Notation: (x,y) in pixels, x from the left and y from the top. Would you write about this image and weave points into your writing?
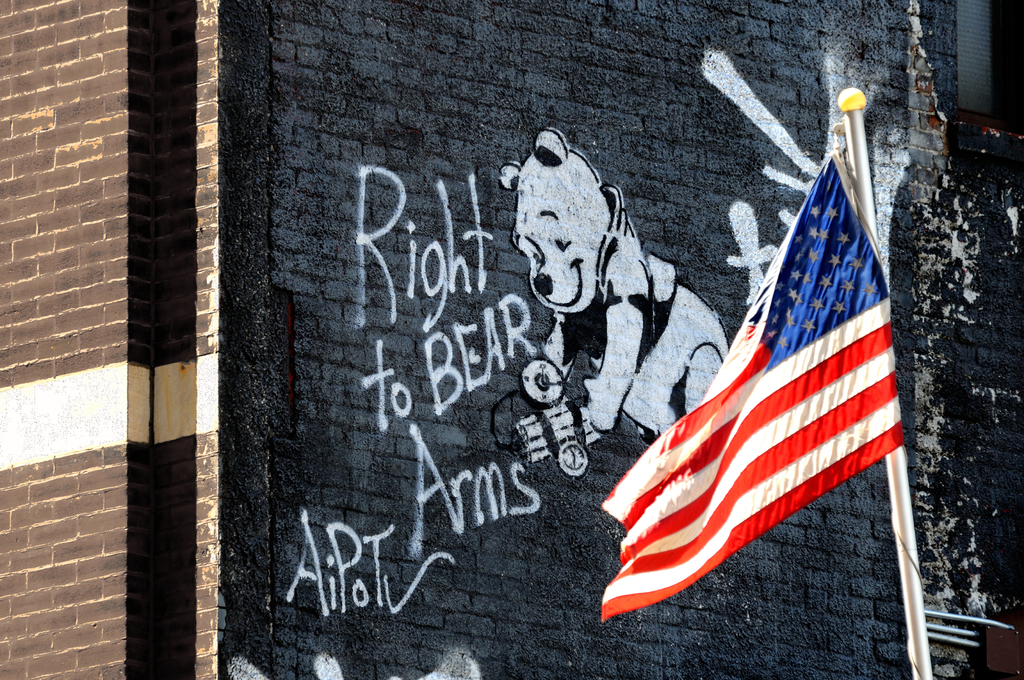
In this image there is a flag (757,460) with a pole (865,173), and graffiti (514,365) on the wall (426,429) of a building (426,429).
